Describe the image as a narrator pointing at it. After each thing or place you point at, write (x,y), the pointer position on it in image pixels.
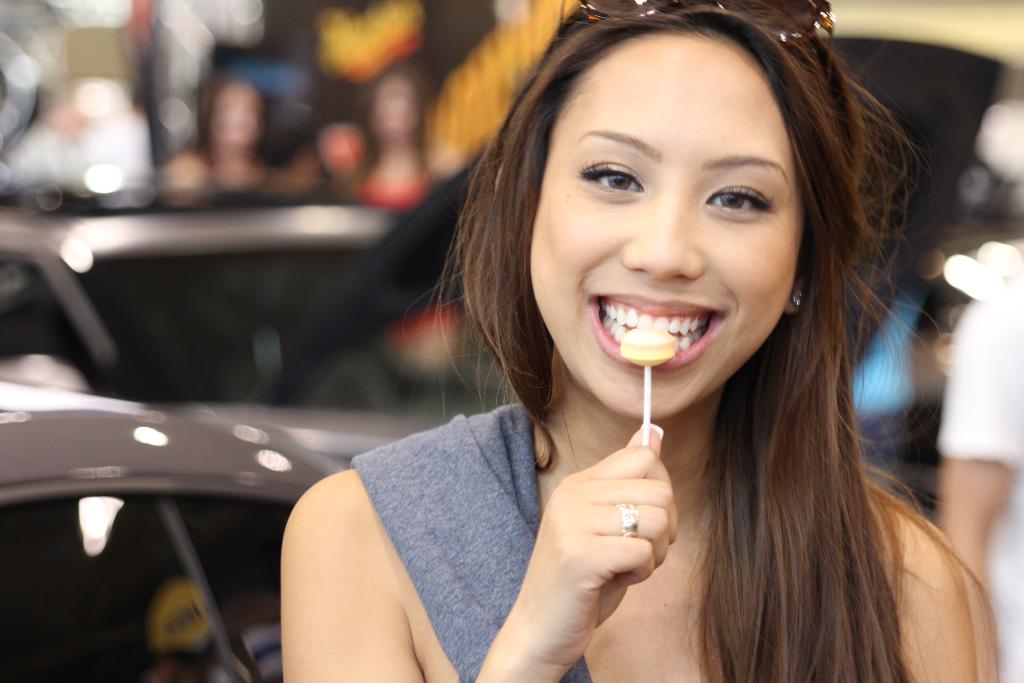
In this picture we can see a woman (768,521), she is smiling, she is holding a lollipop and in the background (420,394) we can see vehicles (420,394), people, some objects (427,335) and it is blurry.
